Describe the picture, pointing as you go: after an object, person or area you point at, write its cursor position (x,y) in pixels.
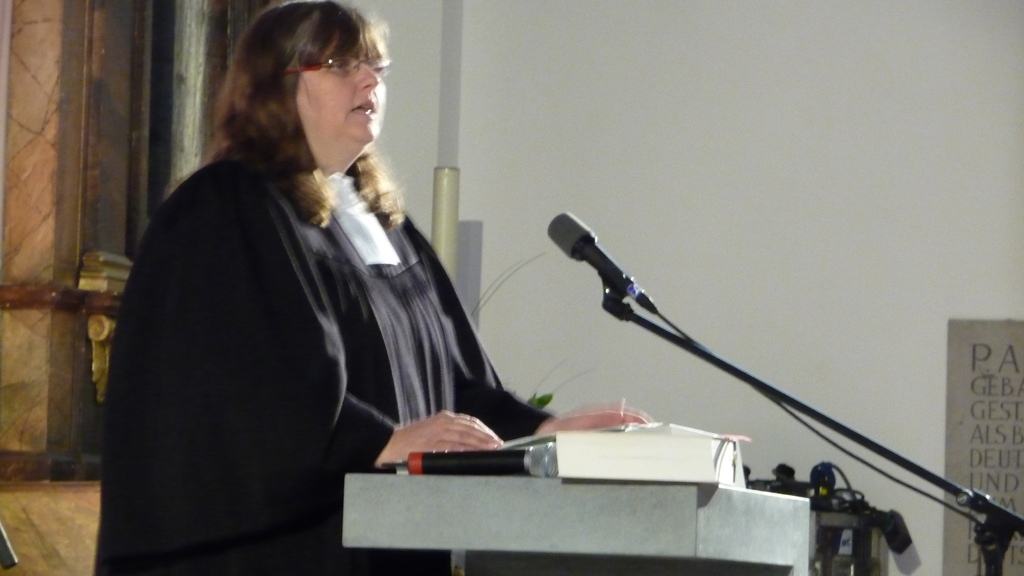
On the left side (223,449) image I can see a woman (272,366) wearing black color dress (255,390), standing in front of the podium (437,511) and speaking something by looking at the right side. In front of her there is a mike stand (602,258). On the podium (585,527) I can see a book (572,440) and a mike (522,457). In the background (843,338) I can see a wall (710,231) to which a poster (986,393) is attached and also there are some wires (852,504).
